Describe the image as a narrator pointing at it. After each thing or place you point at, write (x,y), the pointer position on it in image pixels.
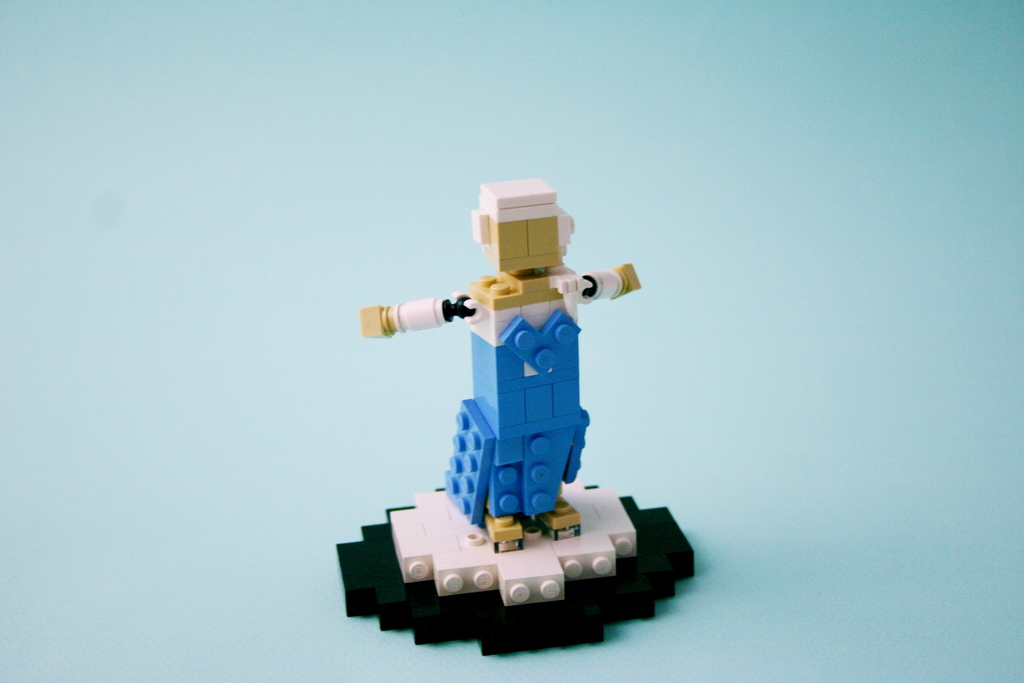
In this picture we can see a toy (519,200) on a blue surface (322,371).
